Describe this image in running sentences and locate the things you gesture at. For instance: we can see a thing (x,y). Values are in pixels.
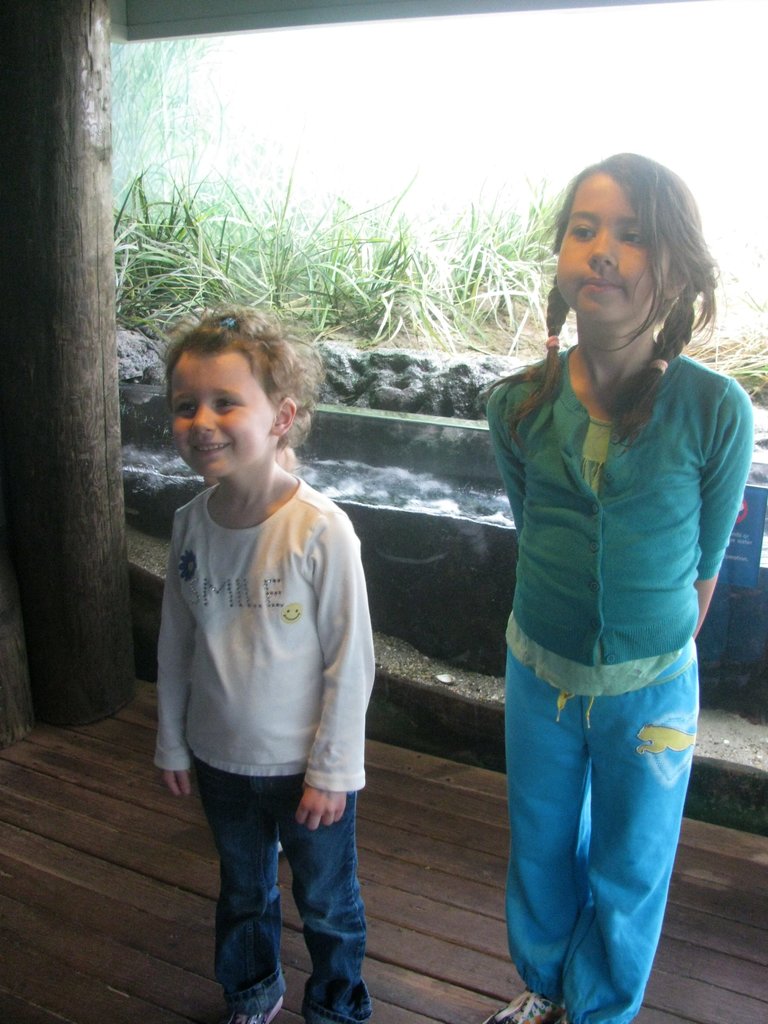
In this picture I can see couple of girls (176,614) standing and I can see plants (423,266) in the back (324,270).
